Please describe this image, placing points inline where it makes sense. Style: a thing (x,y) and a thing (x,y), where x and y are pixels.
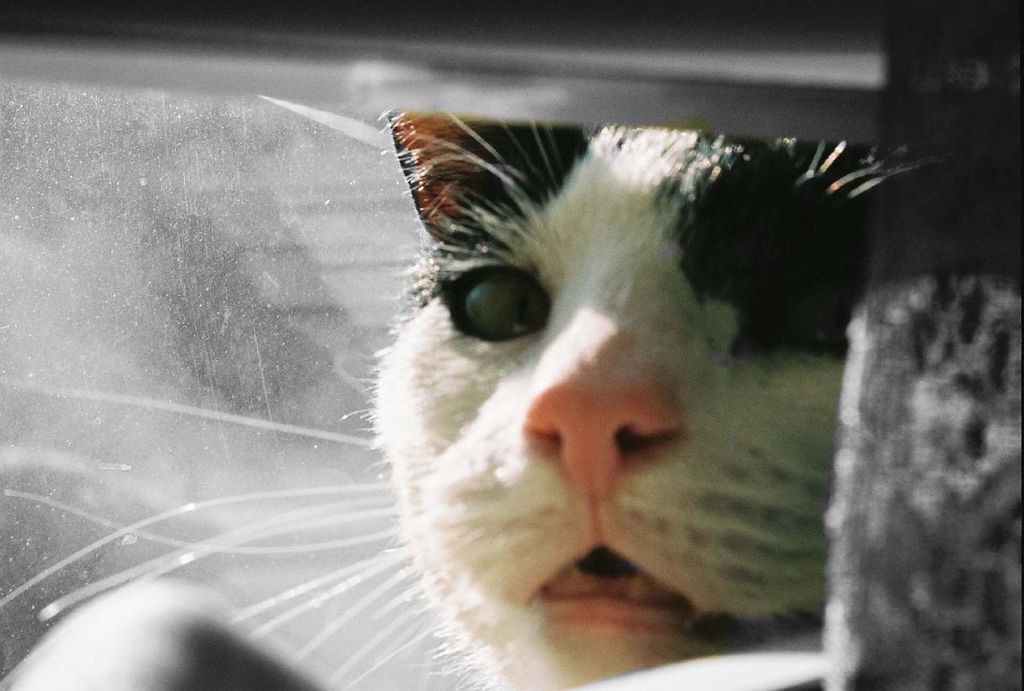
In this picture we can see a cat (400,487) and an object (133,685).
